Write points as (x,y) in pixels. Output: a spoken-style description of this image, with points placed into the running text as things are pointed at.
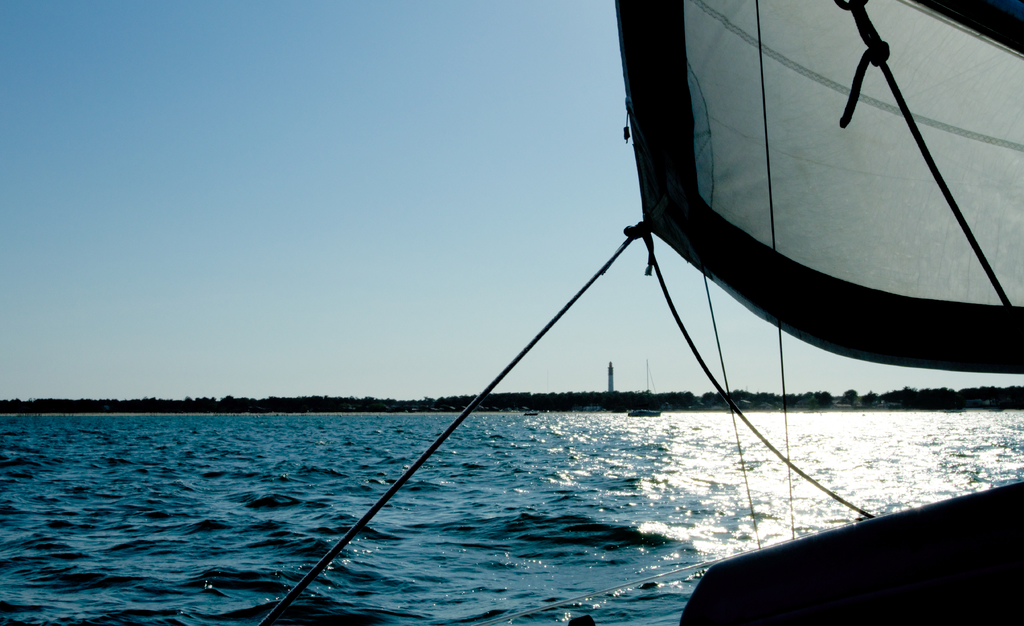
In this picture we can see a boat (949,353) on the water (667,548). In the background (716,394) we can see towers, trees (626,396) and beach (338,414). On the top (451,102) there is a sky (358,94). Here we can see another boat (645,416).
